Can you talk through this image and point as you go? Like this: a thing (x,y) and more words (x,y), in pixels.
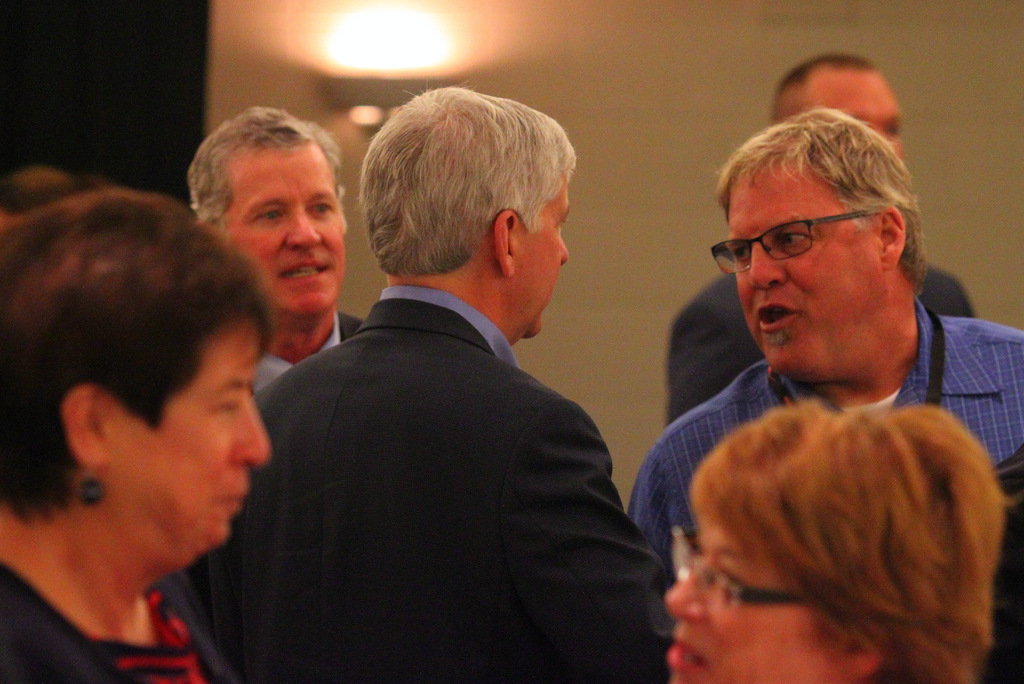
In this image there are group of people (290,238) standing, and in the background (298,104) there is a light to the wall (672,99).
